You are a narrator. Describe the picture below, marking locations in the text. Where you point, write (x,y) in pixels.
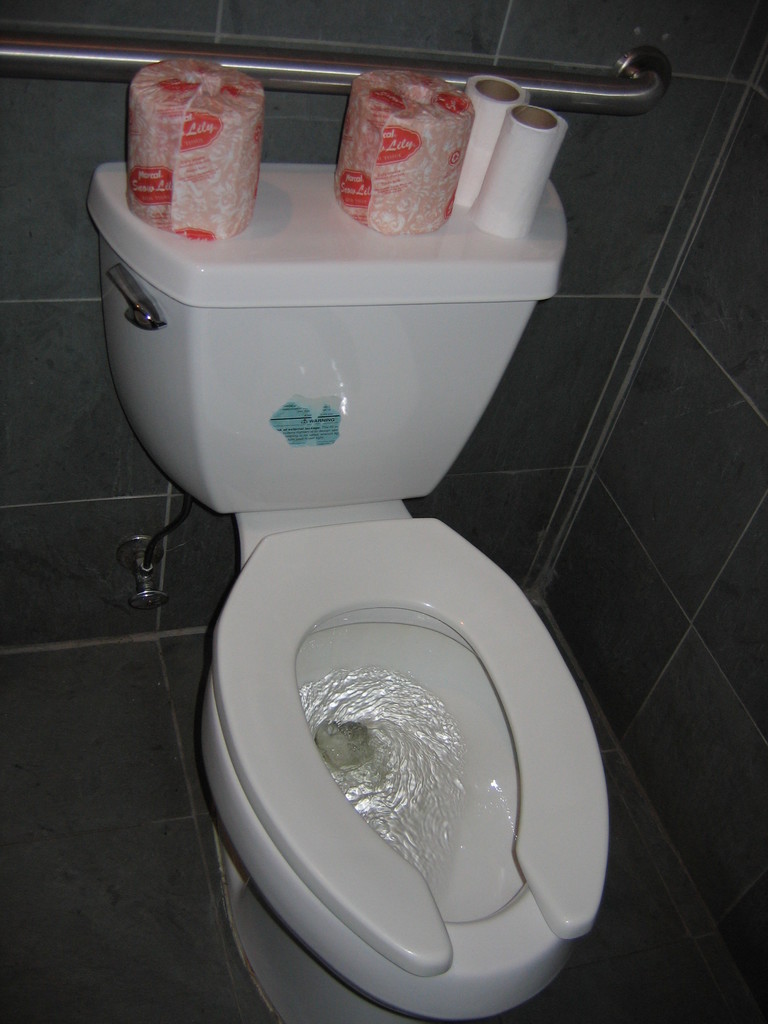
In this image there is a toilet (371,869) and there are some tissue papers (451,183), stand (139,68), tap (150,603) and wall (708,254).
